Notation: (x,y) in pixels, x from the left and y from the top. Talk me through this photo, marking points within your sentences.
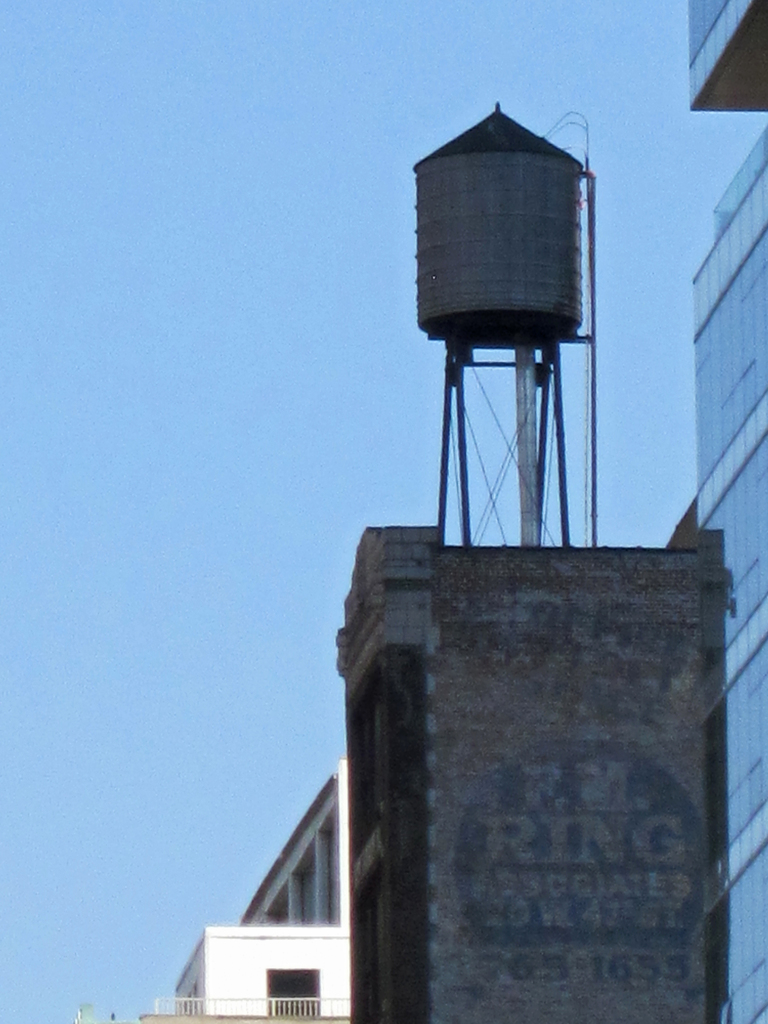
In this image we can see a tank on the top of the building (599,1003) and the sky (285,391) is blue.
